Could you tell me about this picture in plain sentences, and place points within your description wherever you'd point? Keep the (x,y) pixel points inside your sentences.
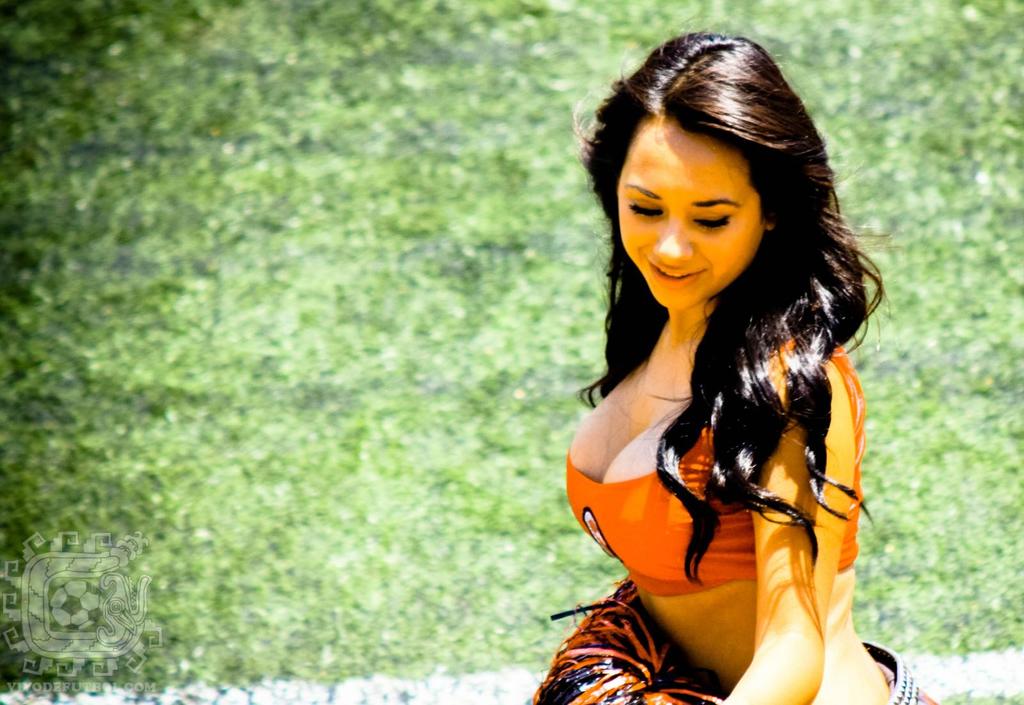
In this image I can see a woman (696,370) and I can see she is wearing orange colour dress (734,524). I can also see smile on her face (640,242) and in the background (340,244) I can see grass (387,211). I can also see a watermark (111,550) over here.
